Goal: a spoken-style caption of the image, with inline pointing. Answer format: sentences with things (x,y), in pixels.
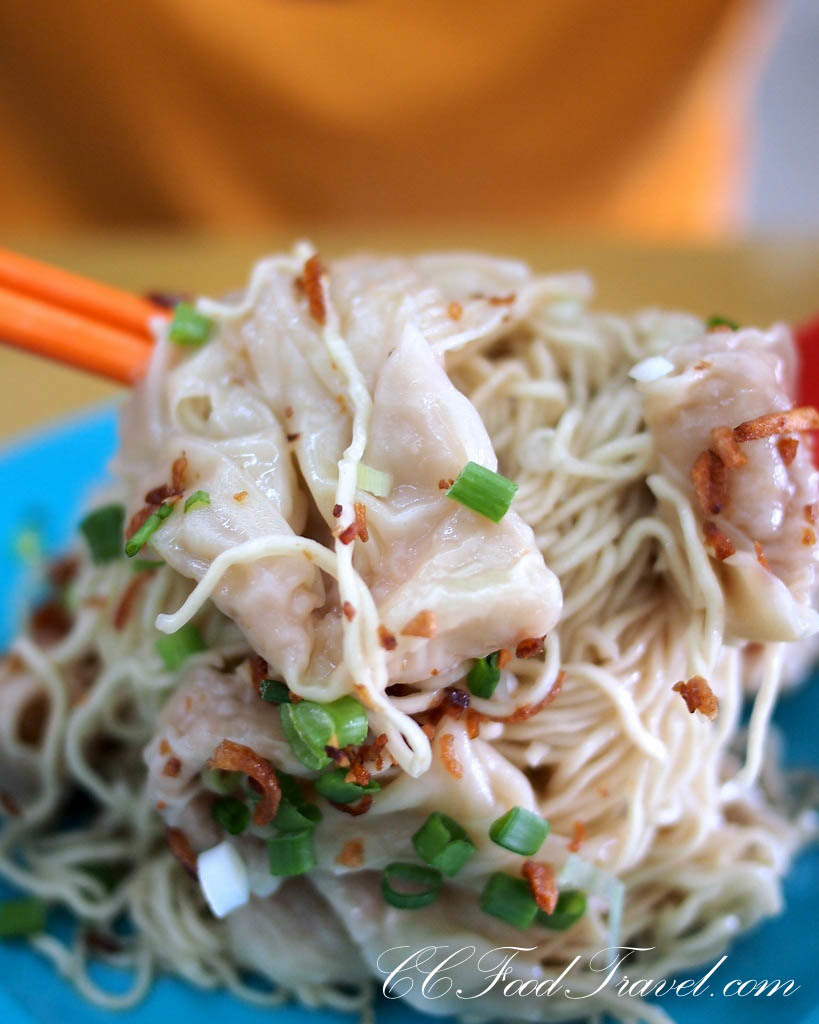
These are the noodles (546,659) in a blue color plate (26,571).
